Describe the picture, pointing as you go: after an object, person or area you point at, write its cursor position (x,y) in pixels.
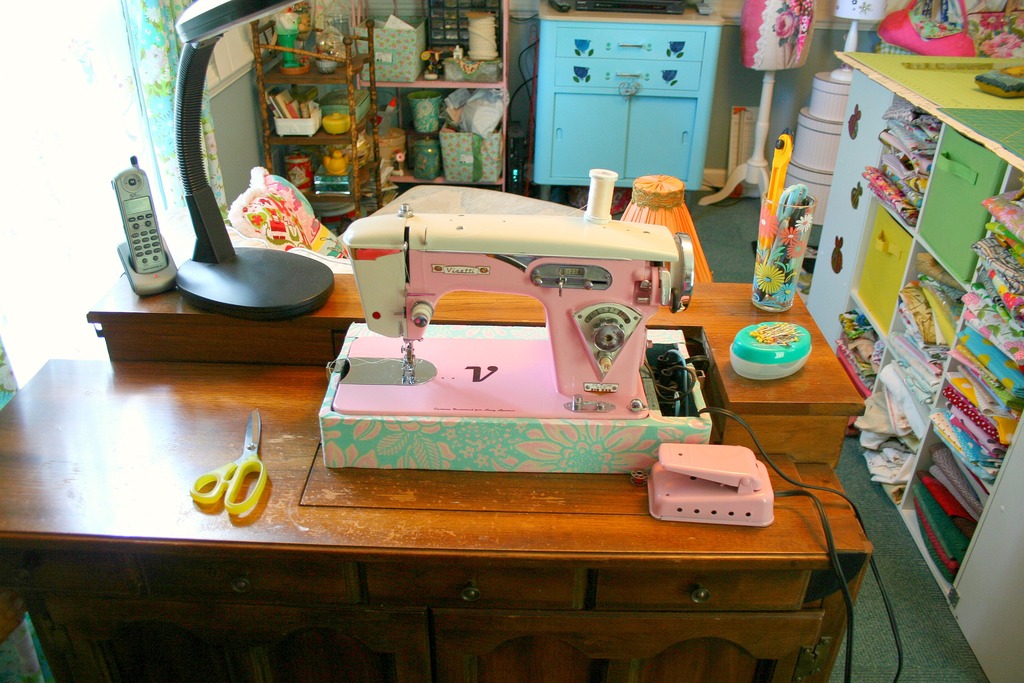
In this image, we can see a sewing machine (425,233) and scissor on the table (390,530) and there are some dress (865,360) in the cuboid (908,275) and on the left side (133,290) we can see a telephone (146,286).
